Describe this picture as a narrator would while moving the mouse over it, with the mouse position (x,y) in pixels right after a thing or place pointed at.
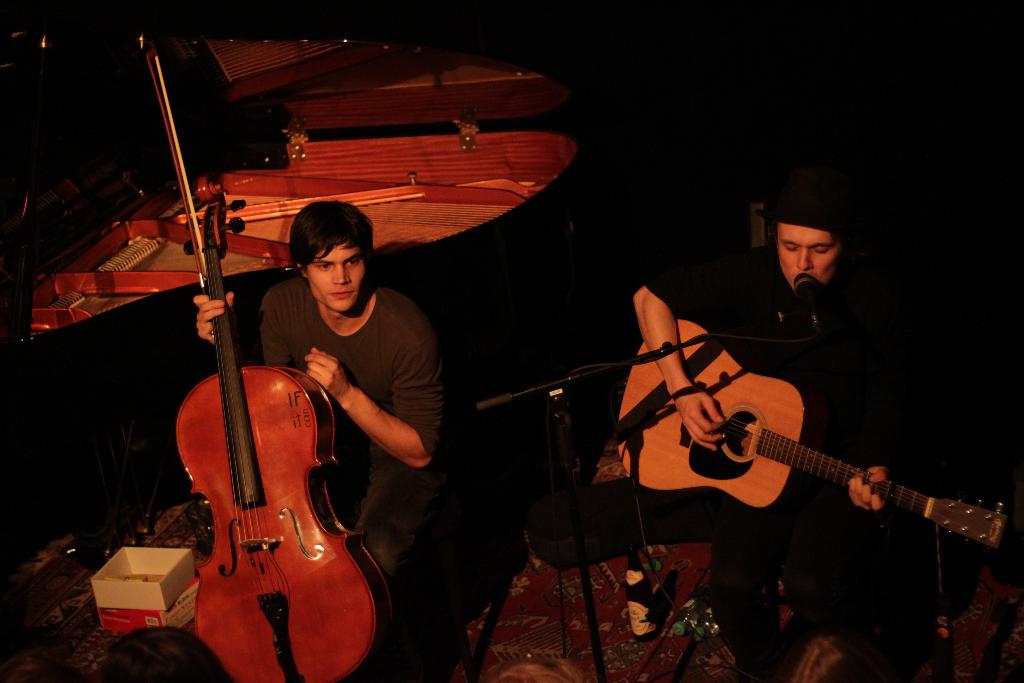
In this image I can see two men (694,422). The man (715,419) at the right (839,370) is singing and playing the guitar (776,393), he is wearing a hat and a black dress (776,354). the man (322,350) at the left (322,350) is holding the cello (313,379). On the floor (672,633) there is a bottle (642,625).
